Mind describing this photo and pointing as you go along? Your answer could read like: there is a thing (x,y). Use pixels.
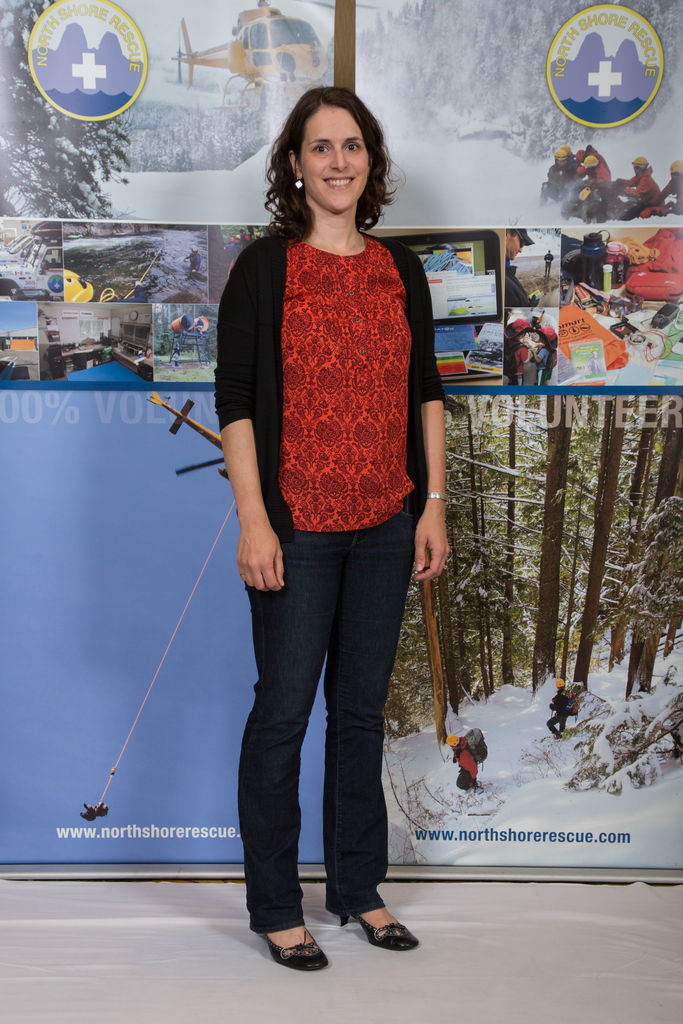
In the foreground of the image (342,559) we can see a woman (350,910) standing on the ground (349,957). In the background (549,735), we can see banner (630,337) with a group of people (603,164), trees (565,562), the helicopter (260,28), the sky (159,612) and some text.
